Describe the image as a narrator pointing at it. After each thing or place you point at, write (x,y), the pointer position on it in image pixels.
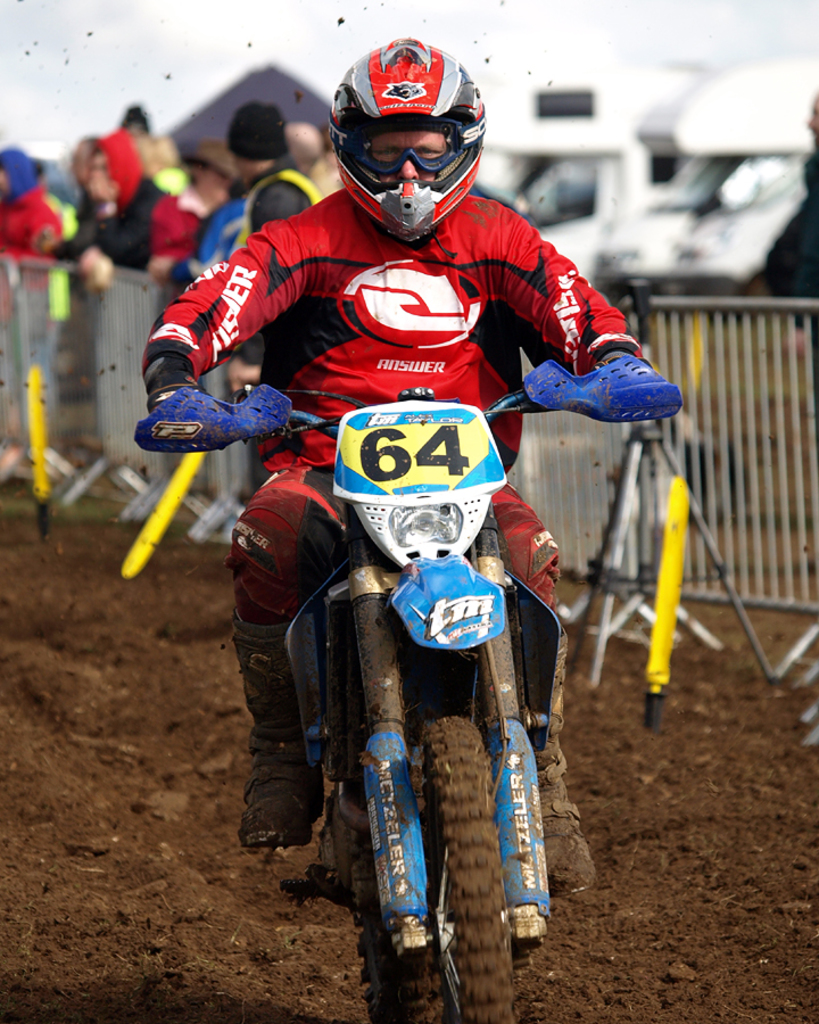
In this image person (232,254) is riding the bike (407,398). At the back side (133,222) people (176,204) are standing by holding the grill (120,414).
